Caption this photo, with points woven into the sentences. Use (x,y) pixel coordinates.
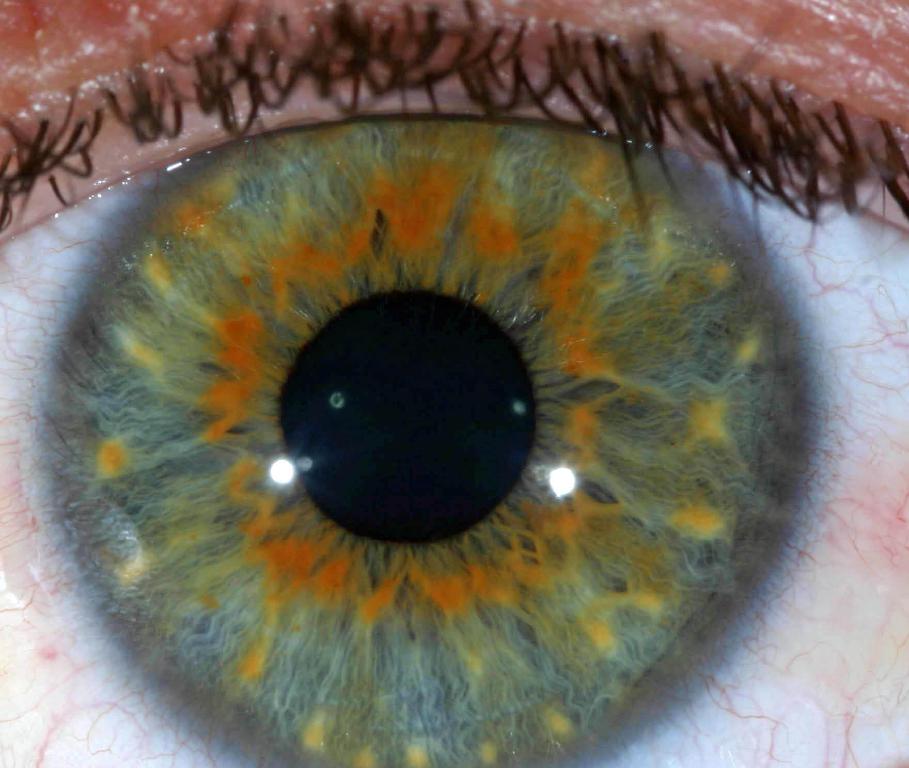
In this picture, we see the eye (684,638) and the eyeball (569,452) of the person (295,545). It is in green, orange, white and black color. At the top (200,85), we see the eyelashes (538,91), which are black in color.
